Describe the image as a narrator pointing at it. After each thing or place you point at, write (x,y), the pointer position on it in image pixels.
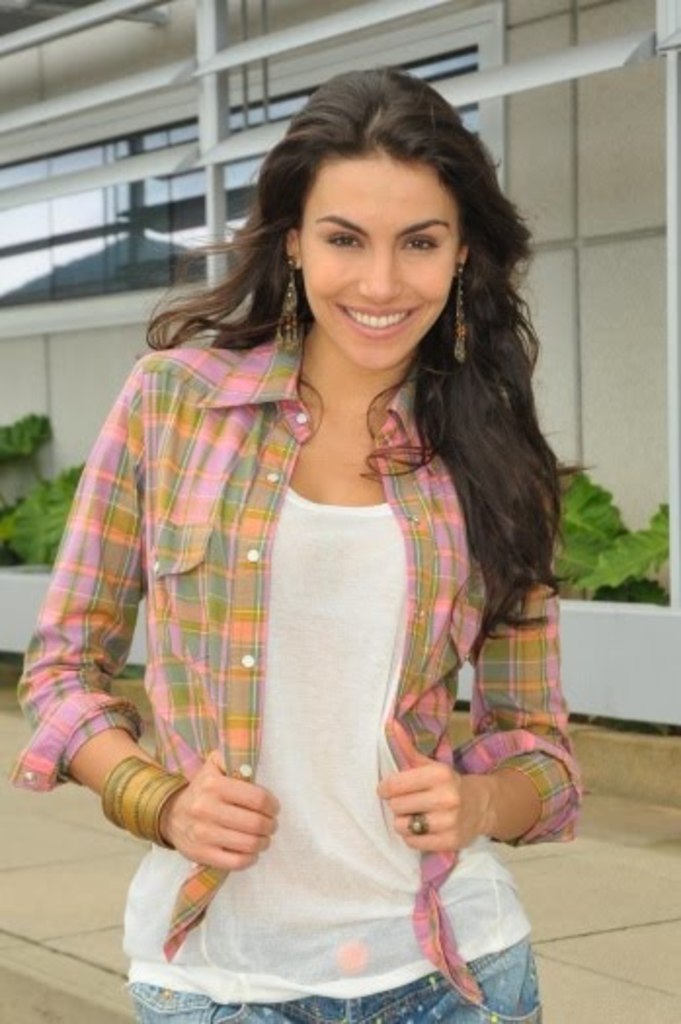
In this picture there is a woman (415,688) who is wearing shirt (453,674), t-shirt (304,818), bangles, finger ring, earring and she is smiling. In the back (675,535) I can see the building (52,258). In front of the wall (27,480) I can see the plants (640,531).
